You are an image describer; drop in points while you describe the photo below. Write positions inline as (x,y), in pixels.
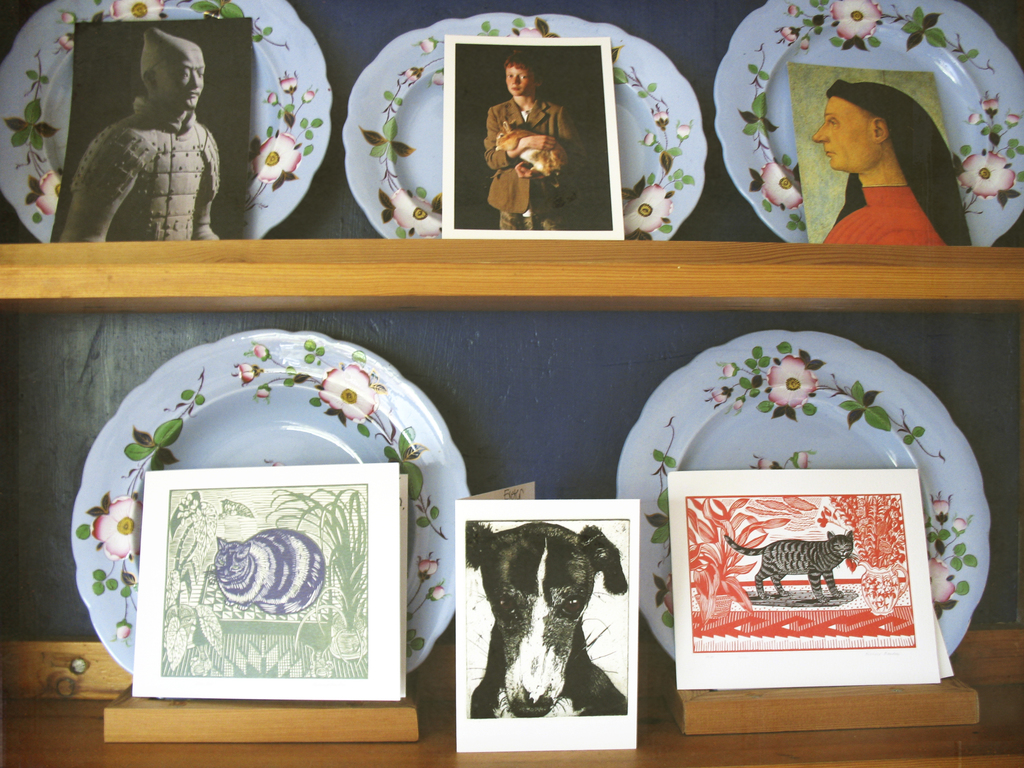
In this picture I can see there are plates (997,177) and photographs (894,98) on the shelves (24,481).
